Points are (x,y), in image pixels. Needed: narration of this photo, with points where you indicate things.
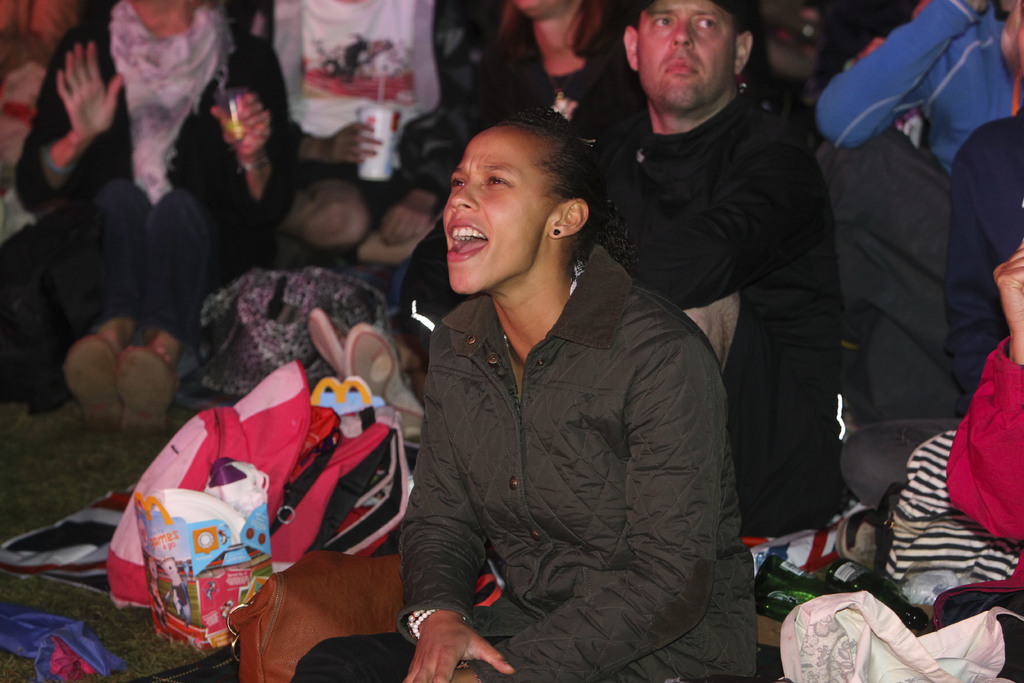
In this image we can see a group of persons (549,80) and among them few persons (315,111) are holding objects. In front of the persons (142,412) we can see the bags (123,533), bottles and few objects (25,551).
